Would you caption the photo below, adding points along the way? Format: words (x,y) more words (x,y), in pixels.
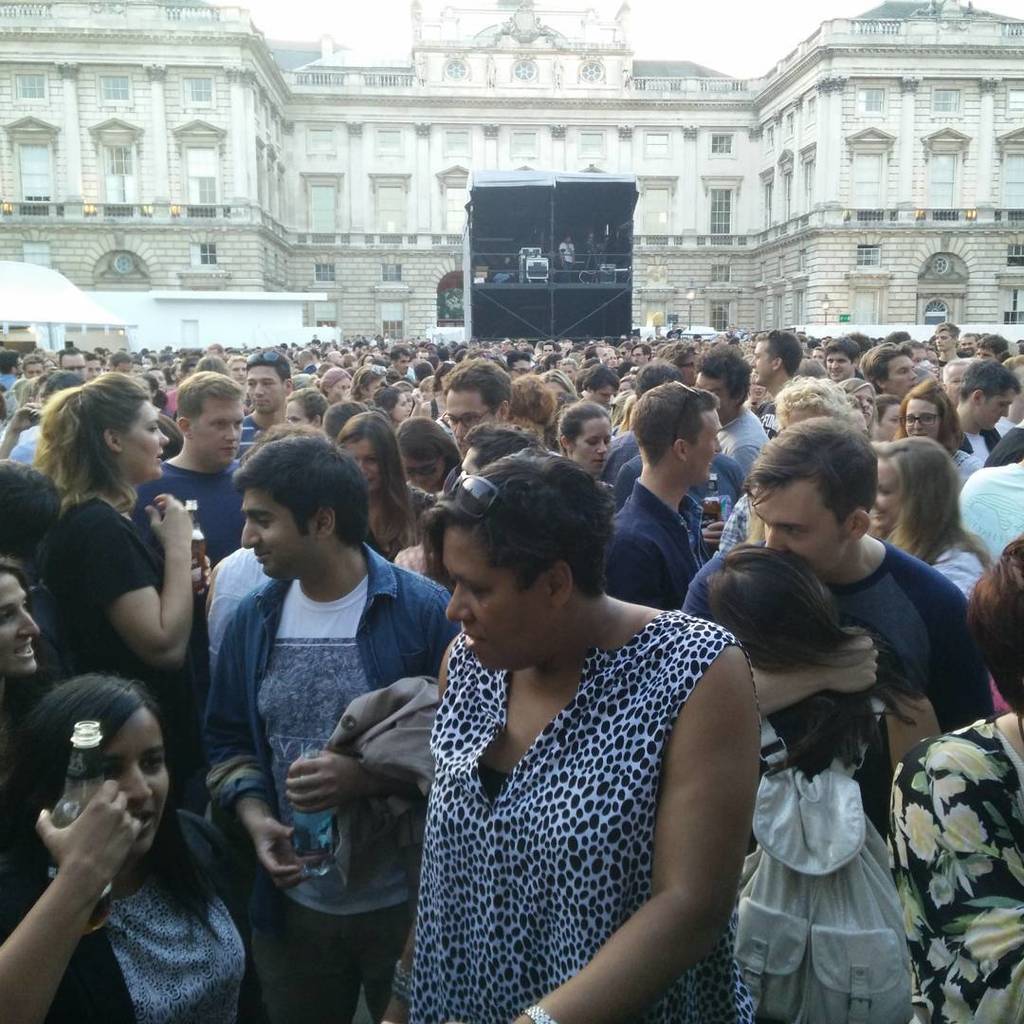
In the image there is a huge crowd (457,535) and behind the crowd (535,456) there is a massive building (797,145).
